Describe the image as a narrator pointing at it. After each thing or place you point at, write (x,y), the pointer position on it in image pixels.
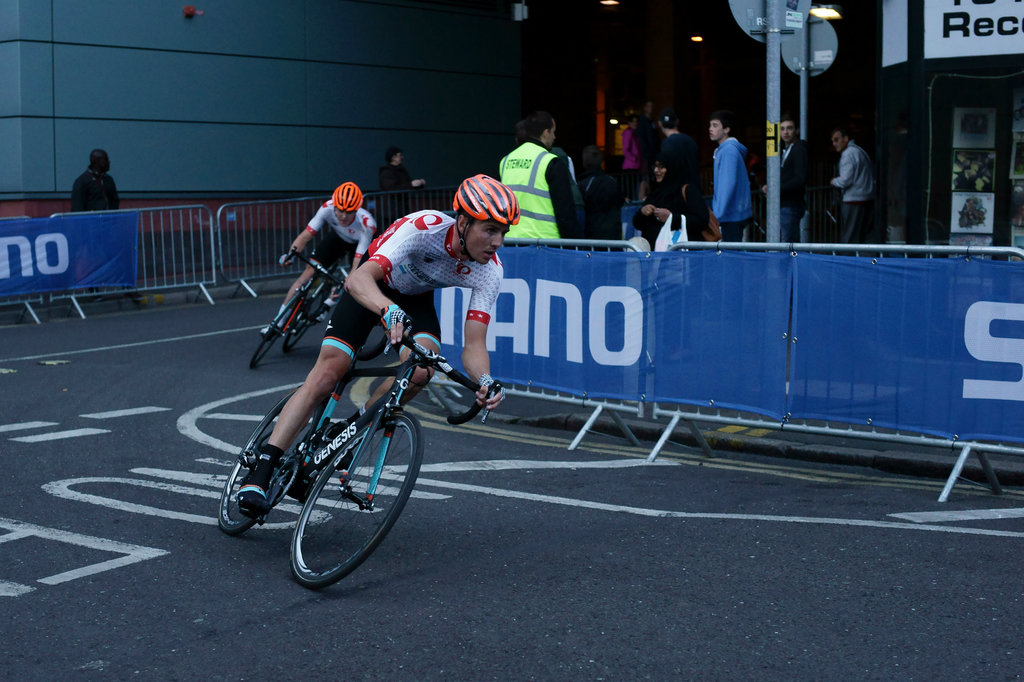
In this picture there are two persons (376,333) riding bicycle (406,485) on the road (611,604). There are group of people (650,142) standing behind the railings (630,288) and there are banners (686,332) on the railings (867,359). At the back (1017,12) there is a building (636,92) and there are boards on the poles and there is a hoarding (1001,4) and posters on the wall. At the top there are lights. At the bottom (775,569) there is a road (839,530).
